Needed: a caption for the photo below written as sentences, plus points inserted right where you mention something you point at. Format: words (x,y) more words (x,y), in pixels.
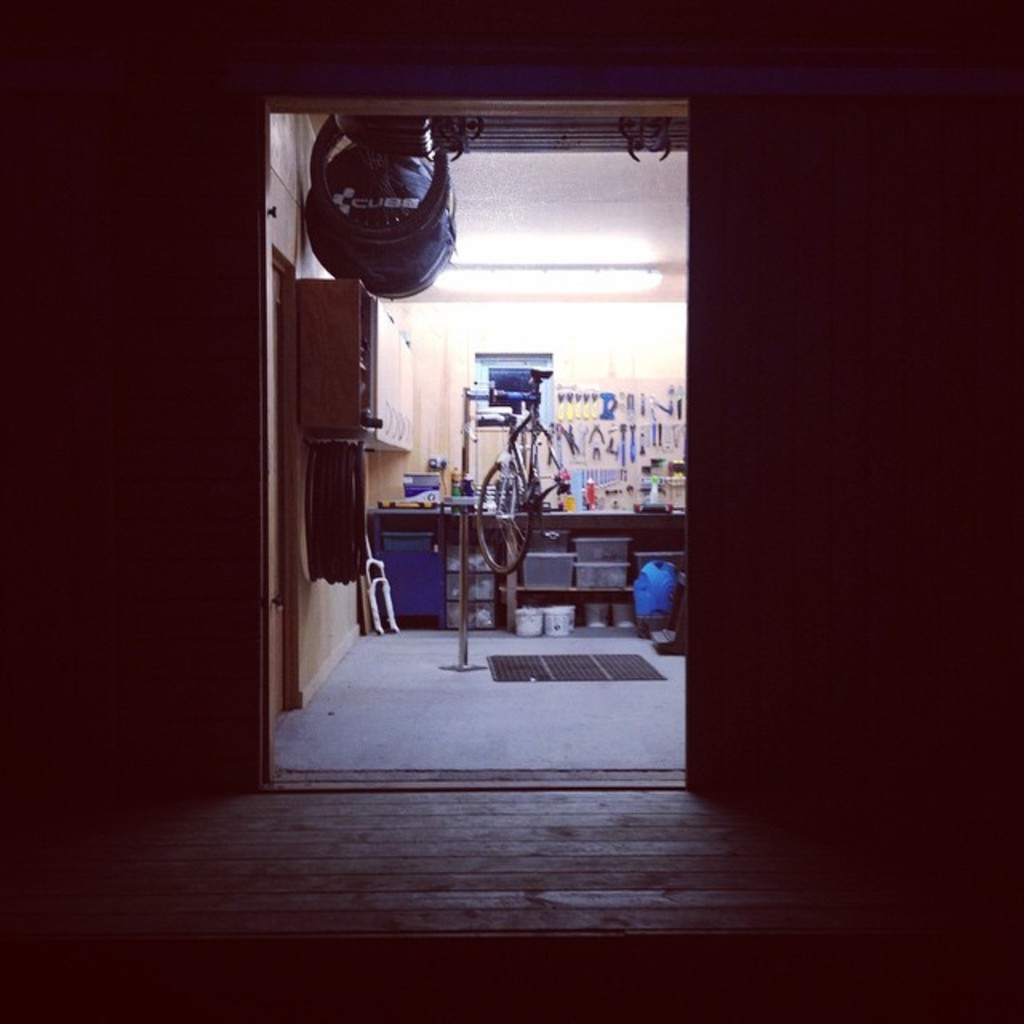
In this image we can see a countertop (627,521) and there are things (658,492) placed on the counter top (641,518). There are cupboards (411,415) and there is a light (600,279). There is a mat (591,675) placed on the floor (570,714). We can see a door (715,748).
